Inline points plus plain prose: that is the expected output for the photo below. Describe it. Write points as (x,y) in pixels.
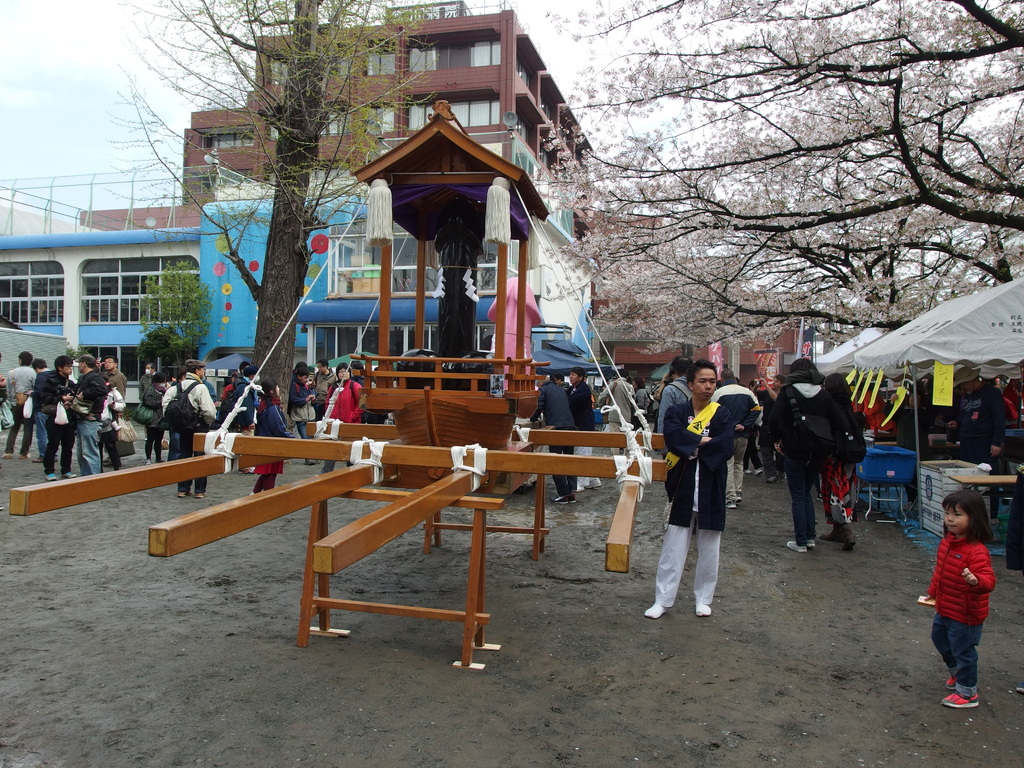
In this image there is a building (259,280) at left side of this image (313,326) and there is a tree (263,375) at middle of this image (663,279) and right side of the image (790,316) as well. there are some persons (93,394) standing as we can see in middle of this image (354,390), and there is one object (366,426) which is in brown color is placed at middle of this image (466,455). The person (702,474) standing at right side (687,498) is wearing black color shirt (715,451) and white color pant (674,569), and there is one girl (983,557) is standing at bottom right corner of this image (943,600) is wearing red color dress (958,613) and there are some shops (901,401) at right side of this image (940,413).
